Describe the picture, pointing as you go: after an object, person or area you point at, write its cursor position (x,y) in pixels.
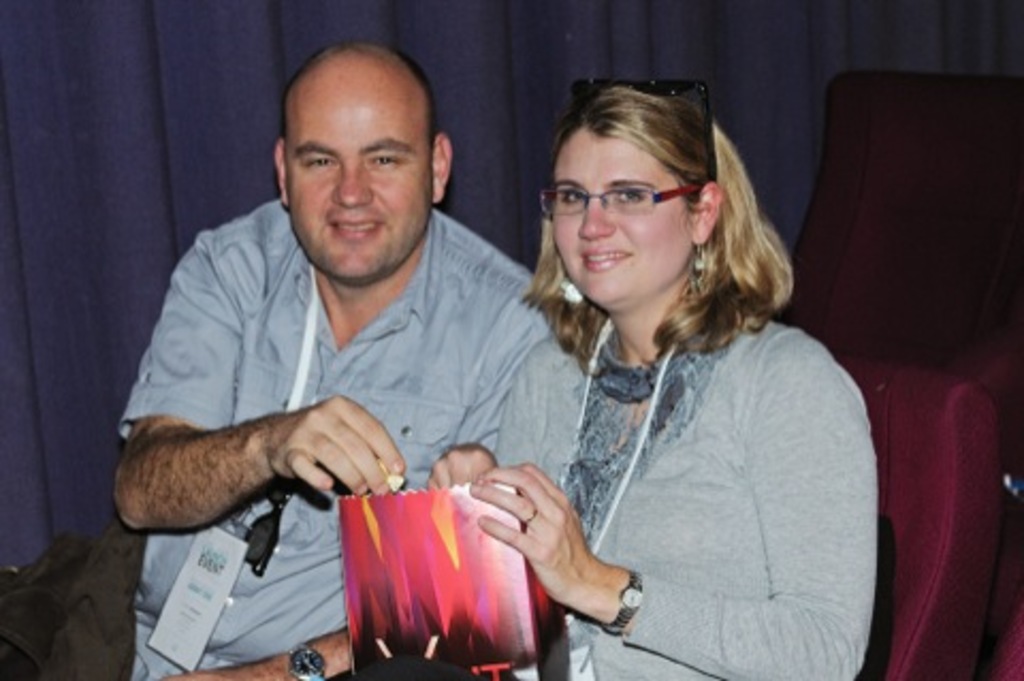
In this image we can see two persons (522,394) sitting on the chairs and holding the objects (440,523), in the background (510,141), we can see the curtain (742,135).
